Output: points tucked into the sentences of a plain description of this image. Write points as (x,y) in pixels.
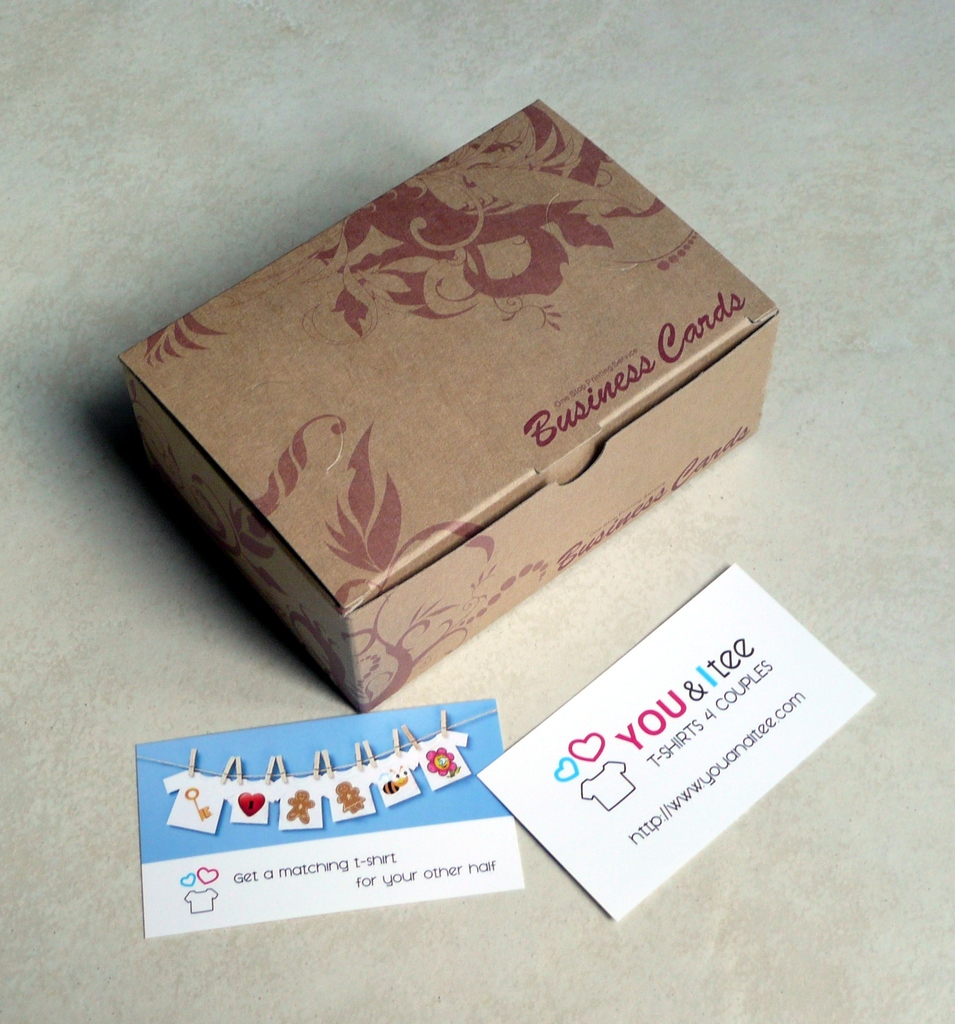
In this picture we can see a box (480,327) and cards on the platform (9,921).
